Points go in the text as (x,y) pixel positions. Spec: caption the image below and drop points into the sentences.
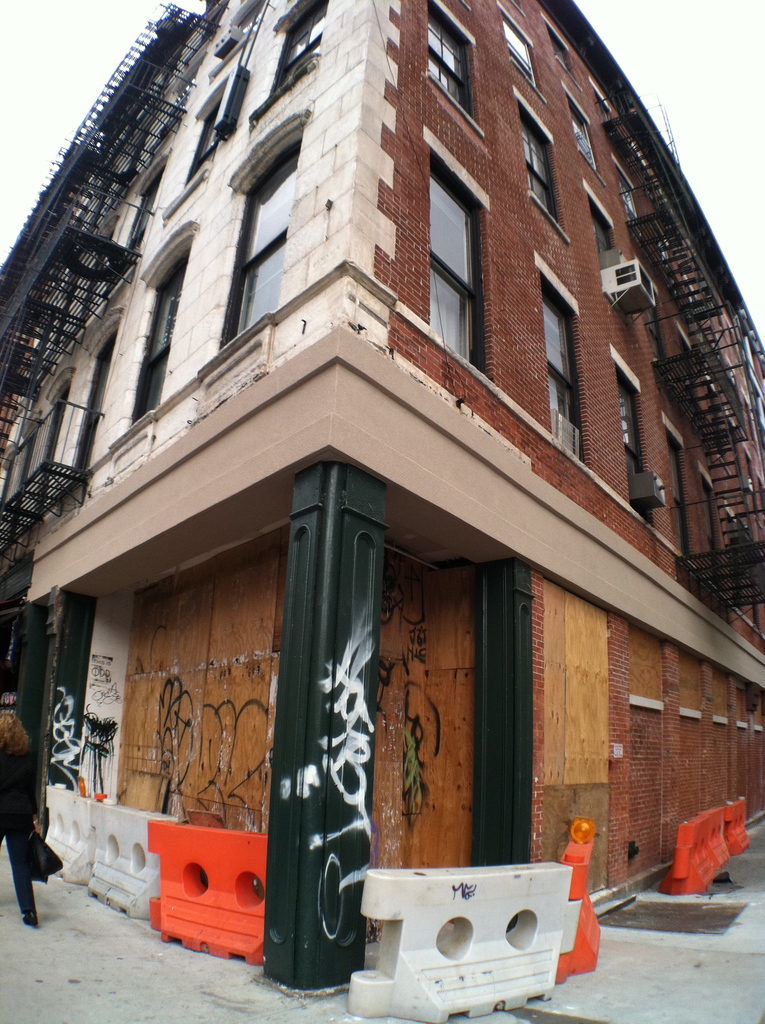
In this image there is a footpath (150,984) and a woman (23,808) is walking on the footpath (76,993) and there are few objects (485,936), in the background (98,195) there is a building (635,253).
